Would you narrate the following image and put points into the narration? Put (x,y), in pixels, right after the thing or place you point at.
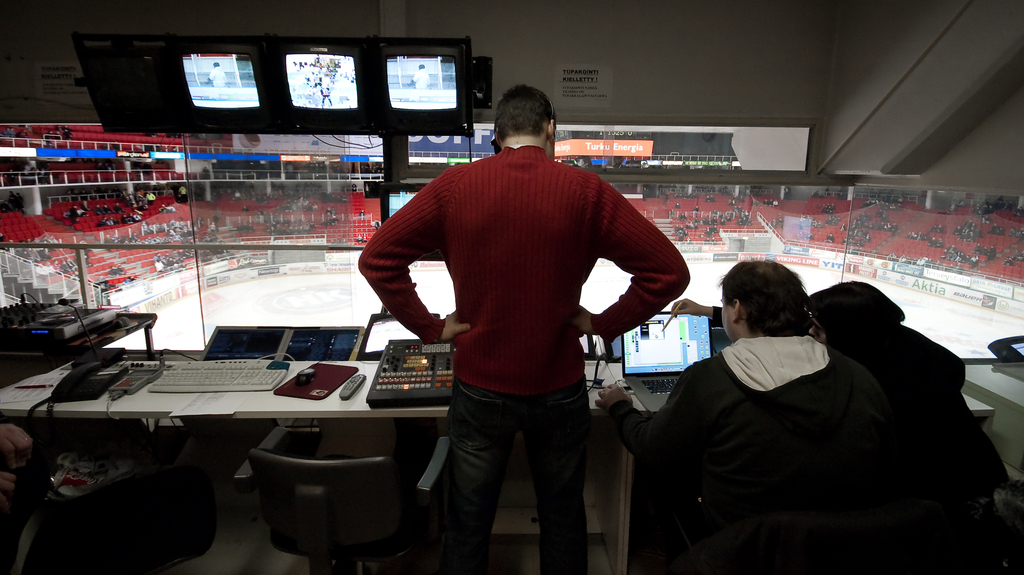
As we can see in the image there is a stadium (317,193) and there are three people (527,363) over here and there is a table (365,394). On table (328,401) there is a keyboard (206,378), telephone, remote (345,385) and screen (641,367).
